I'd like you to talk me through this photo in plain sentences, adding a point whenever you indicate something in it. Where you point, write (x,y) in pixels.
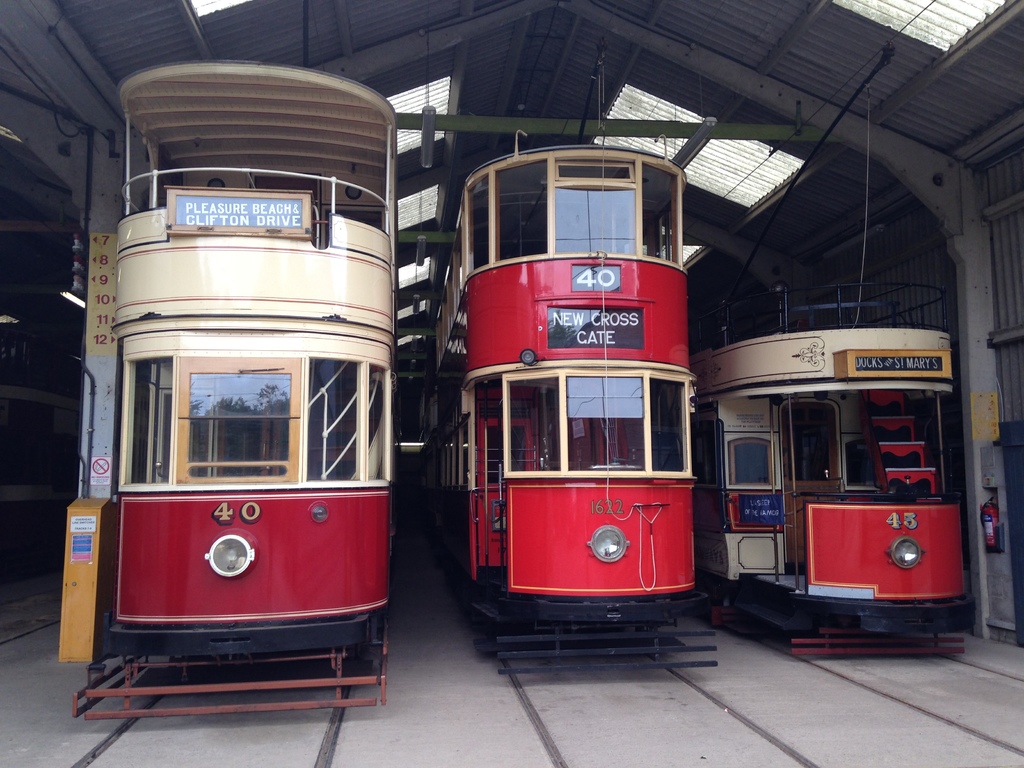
In this image I see 3 public transports (516,329) and I see boards (894,367) on which there are words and numbers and I see numbers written over here too and I see an fire extinguisher (988,525) over here and I see the ceiling (590,116) on which there are lights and I see the ground (449,749).
